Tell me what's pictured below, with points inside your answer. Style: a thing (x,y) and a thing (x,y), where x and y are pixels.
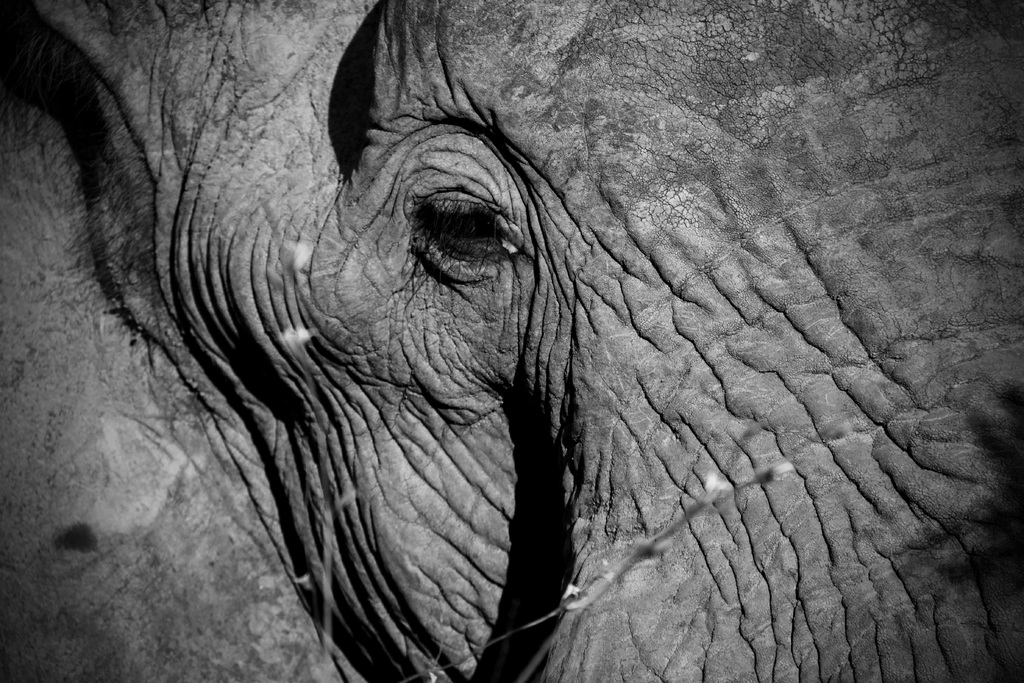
Here in this picture we can see close up view of an elephant (193,320) present.
